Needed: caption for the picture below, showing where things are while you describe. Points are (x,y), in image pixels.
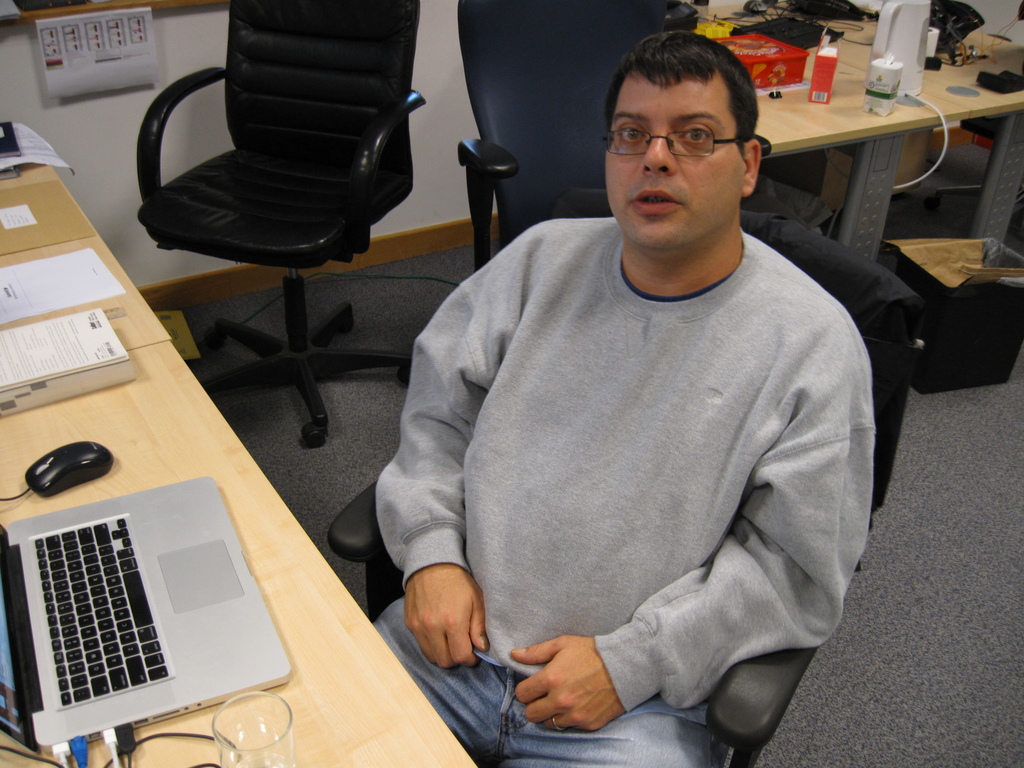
In this image there is a person (524,545) sitting on a chair (736,670), behind him there are two chairs (463,162), on the left side (52,411) there is a table (333,739), on that table (291,551) there are books (84,379), papers (53,272), glass (219,723), laptop (124,589) and a mouse (77,460) in the top right (852,222) there is a table (894,152) on that table (965,105) there are wires (935,164), bottle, box (821,73), at the bottom of the table (911,119) there is a box (1019,315), in the background (19,54) there is a white wall (428,142).
